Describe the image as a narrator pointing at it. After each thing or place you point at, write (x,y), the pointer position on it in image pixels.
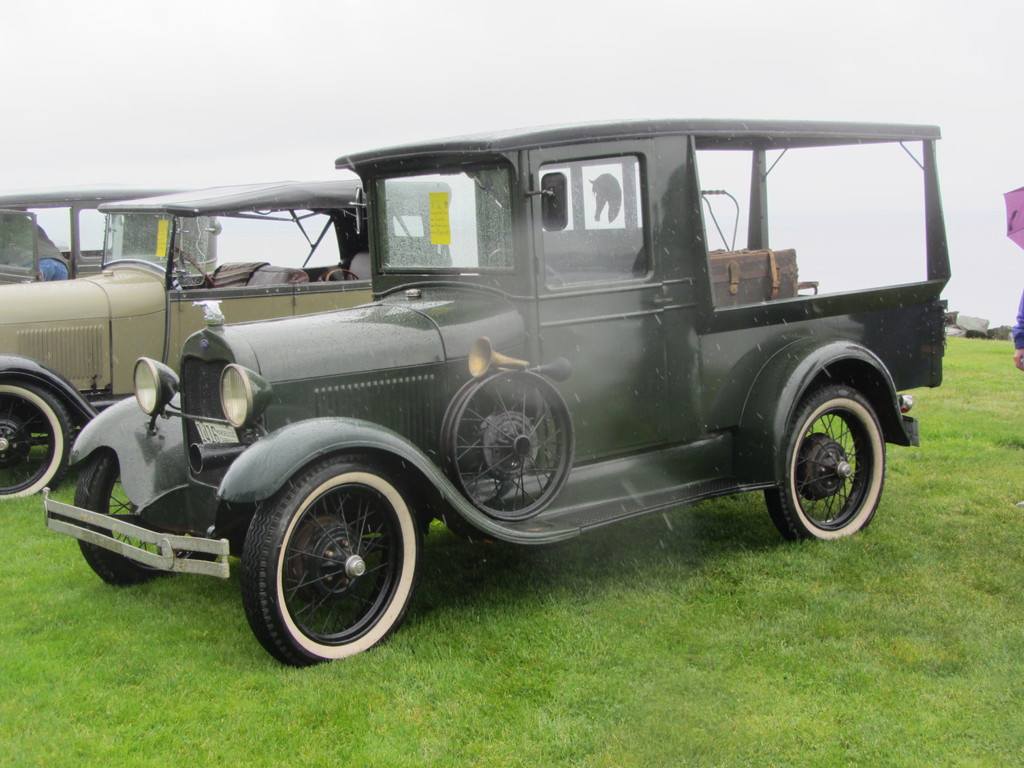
This picture shows few cars (199,225) and we see a cloudy sky (576,108) and a human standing on the side and a umbrella (1012,226) and we see grass (421,630) on the ground (757,674).
